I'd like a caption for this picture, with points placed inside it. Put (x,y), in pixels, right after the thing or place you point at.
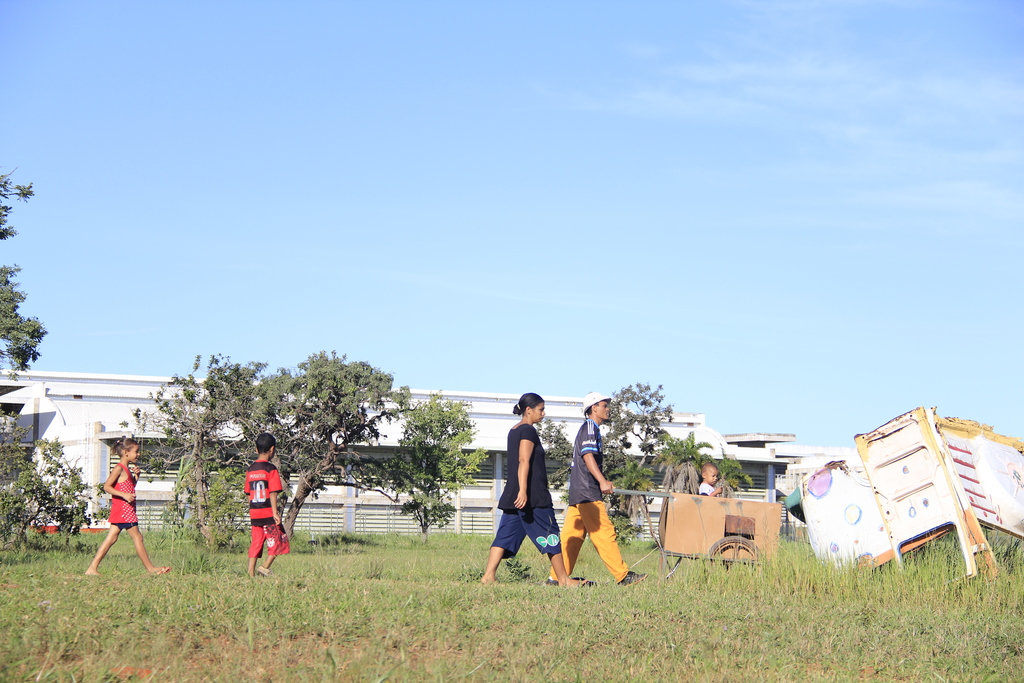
In the picture I can see a man (575,527) holding a luggage trolley (694,513) and there is a cap (590,407) on his head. There is a baby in the trolley (677,510). I can see a woman (492,562) walking on the surface (622,625). I can see two children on the left side (269,487). In the background (289,470), I can see the building (39,434) and trees (406,511). There are clouds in the sky (622,255).
